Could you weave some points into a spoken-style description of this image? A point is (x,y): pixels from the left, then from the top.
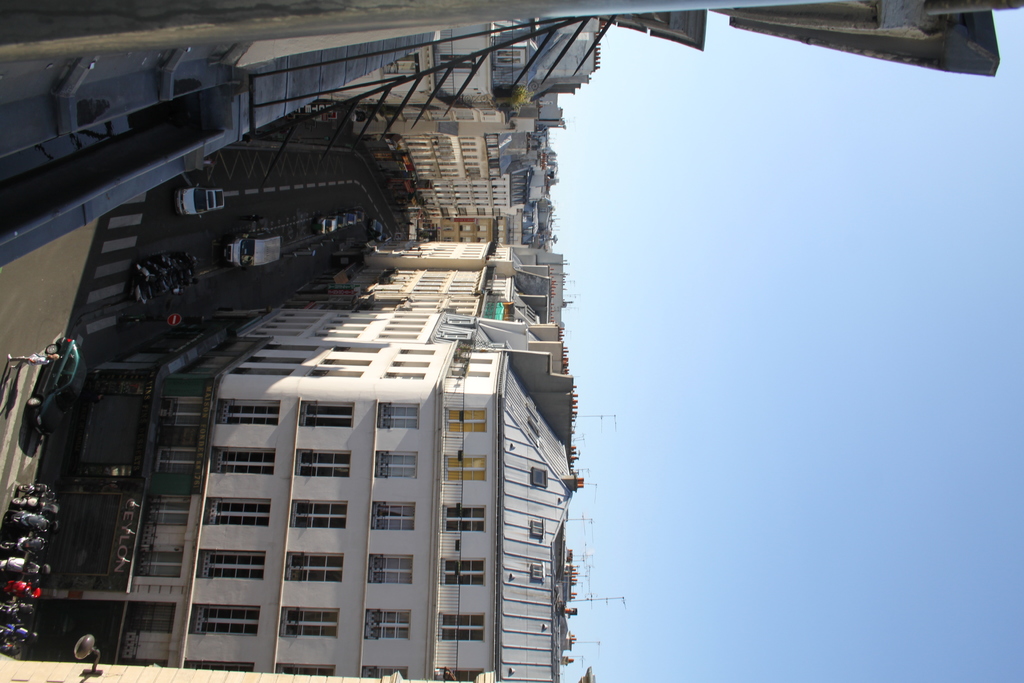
In this image I can see there are buildings (274,429) and a light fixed to it. And there are vehicles (189,265) on the road (193,232) and a sign board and there is a person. And there are rods (475,33) and poles (597,598). And at the top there is a sky (759,343).
